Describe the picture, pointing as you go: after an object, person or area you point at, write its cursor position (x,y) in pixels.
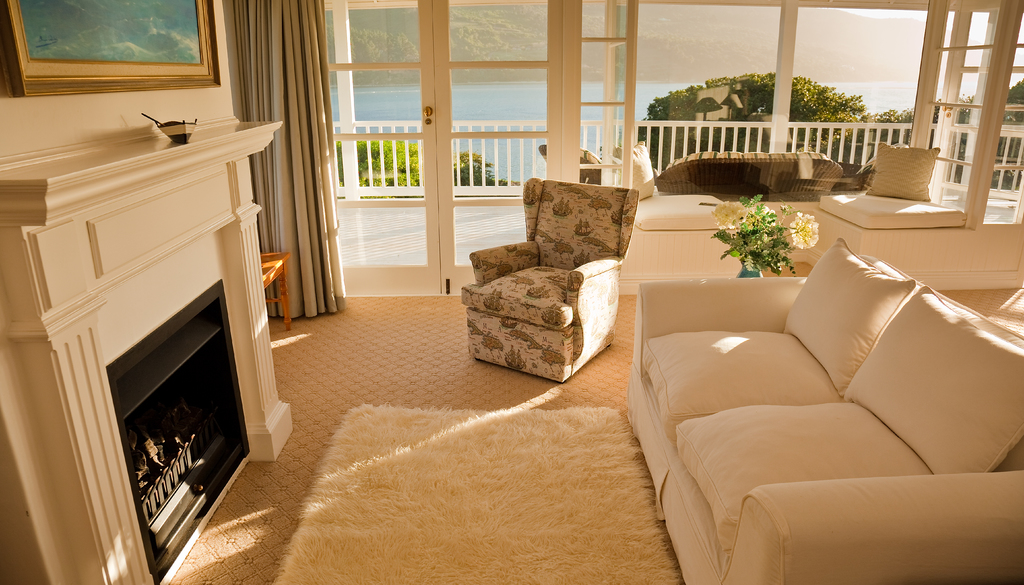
In this picture we can see a room (638,333) with sofa (721,358), vase (756,270) with flowers (752,232), fireplace (181,432), windows (343,42) with curtains (299,93), frames (15,49) to wall (169,97), fence (643,132), trees (696,101), water (523,95), mountain (735,18).
